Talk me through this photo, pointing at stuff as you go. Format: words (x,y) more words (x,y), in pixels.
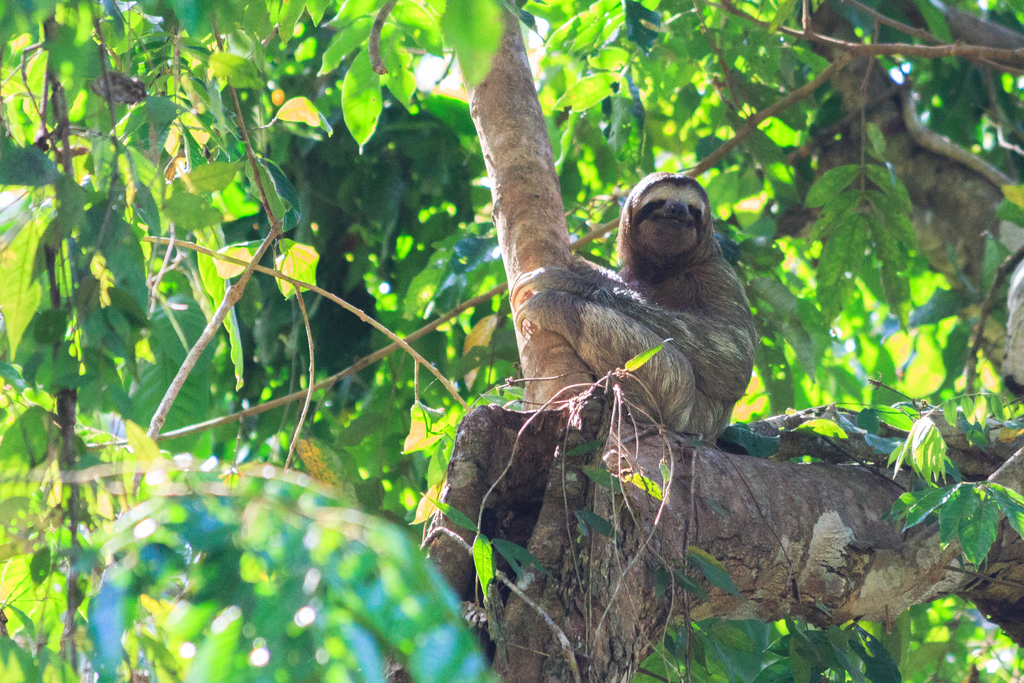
In this picture we can observe an animal (669,268) sitting on the tree (813,527). This animal (633,314) is in brown color. In the background (304,352) there is a tree (362,221).
